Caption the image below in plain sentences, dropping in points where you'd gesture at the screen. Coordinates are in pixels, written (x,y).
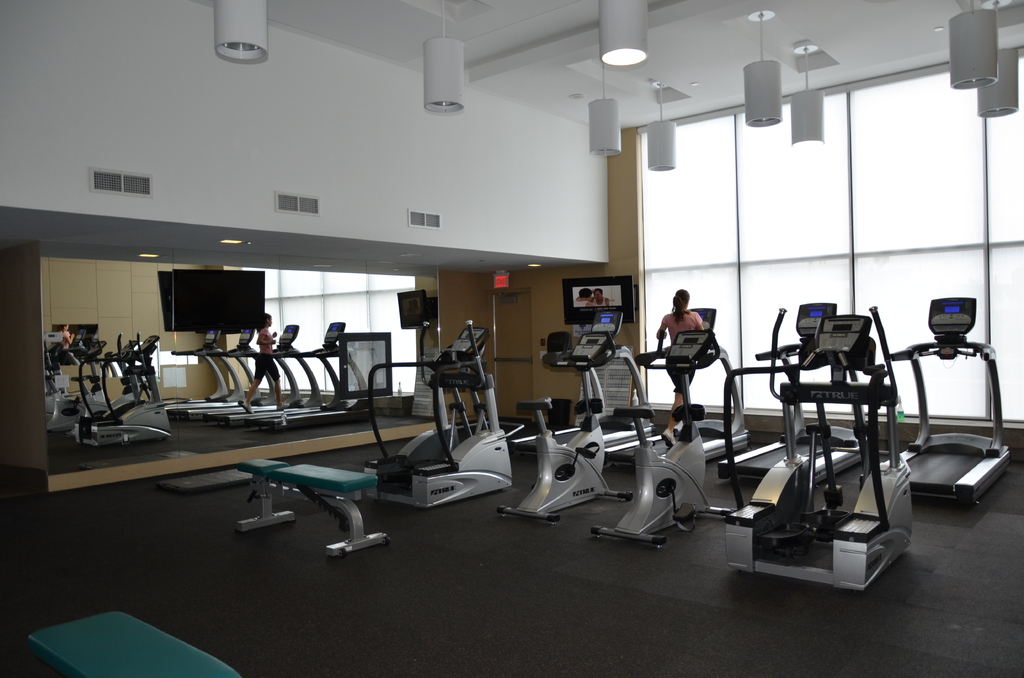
In this image we can see a group of treadmills (623,427) and a bench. A person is on a treadmill (716,448). On the right (706,189), we can see the glass wall (826,203). In the middle (354,290) we can see a mirror (342,417) where we can see the reflection (224,375) of the treadmills (216,399) and a tv screen (191,296). At the top (431,5) we can see the roof (682,106) with lights (617,107).
